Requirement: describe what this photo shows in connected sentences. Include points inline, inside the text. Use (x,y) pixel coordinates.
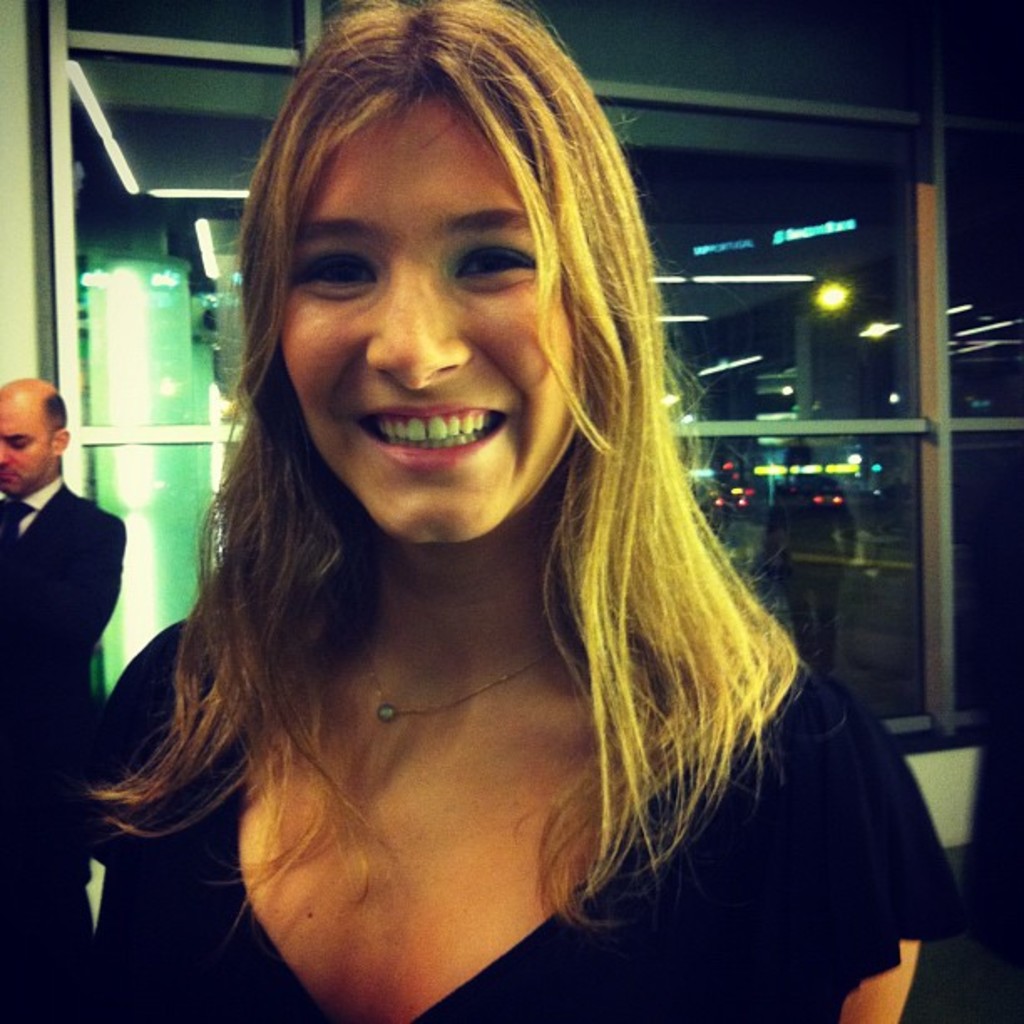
This image consists of a woman (522,938) wearing a black dress (134,895). On the left (30,589), there is a man (43,642) wearing a black suit (70,598). In the background (756,400), we can see windows (1004,305) made up of glass (129,371). At the bottom (966,978), there is a floor (1008,976).
